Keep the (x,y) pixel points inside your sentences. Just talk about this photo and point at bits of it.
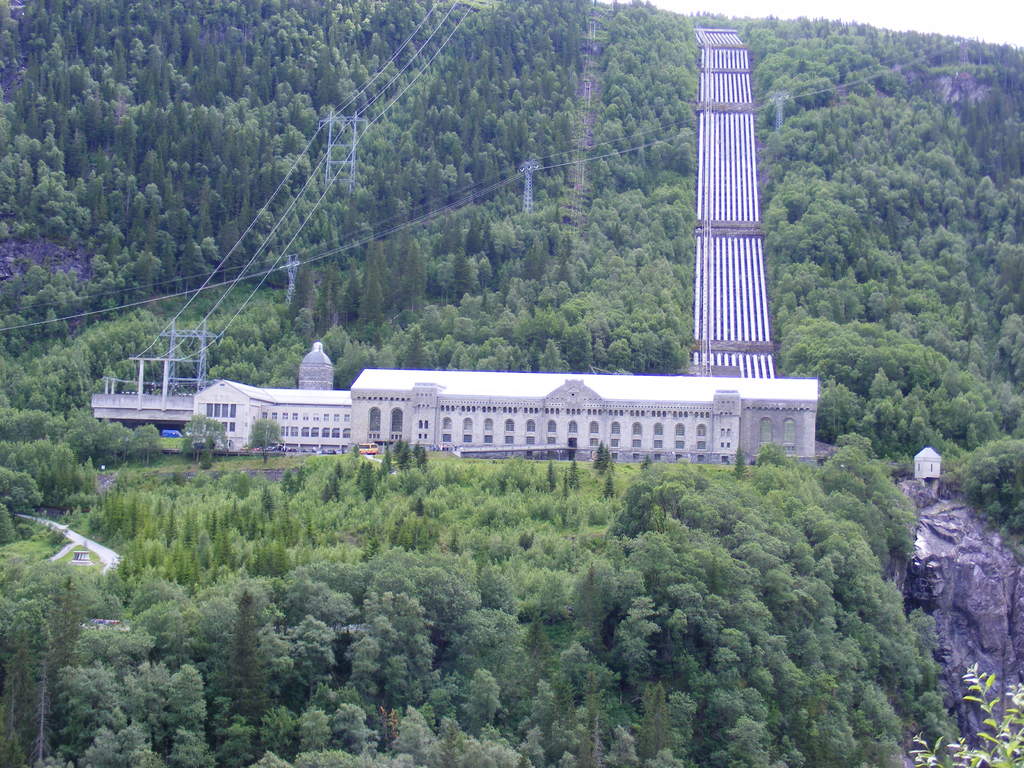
In this image, we can see building (335,438), ropes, towers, trees (405,248), roads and rocks (927,553).
